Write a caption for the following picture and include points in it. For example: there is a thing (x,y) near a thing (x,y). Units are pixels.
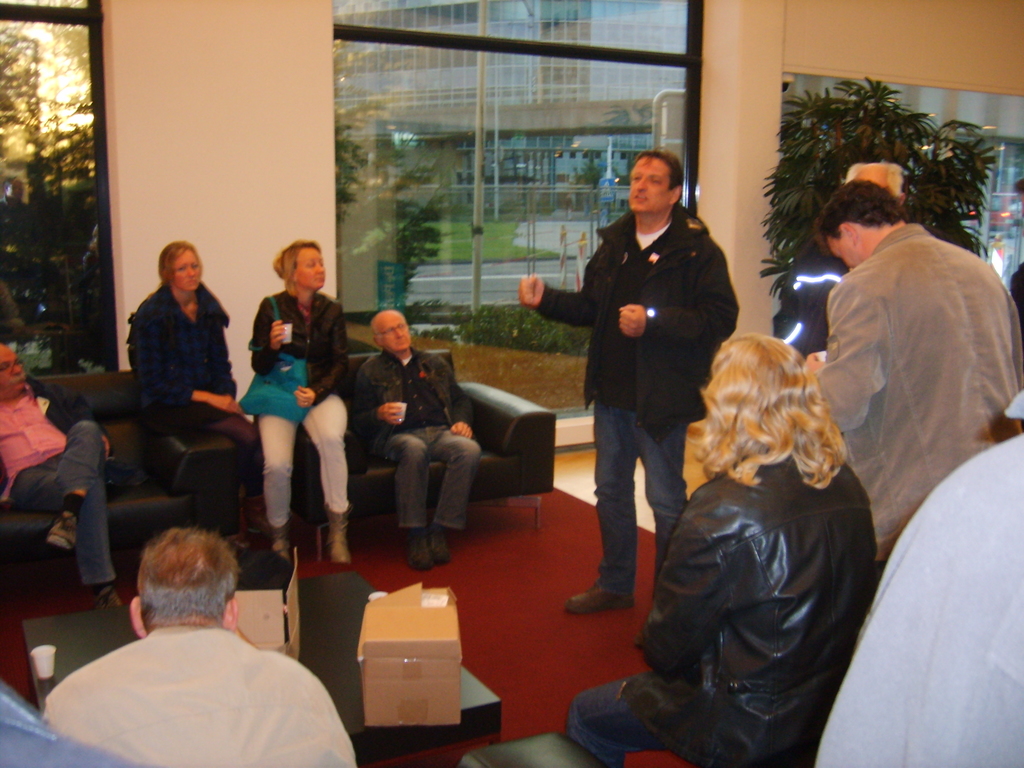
There is a man (656,277) in the middle (659,312) is speaking with the other people (55,428) and there is red carpet (546,615) on the floor (546,615). There is a window (455,98) at the back side (511,119) and there is a wall (157,61) and a tree (813,119) on the background (154,87). There are four people (183,388) who are sitting on the sofa (513,430). In the left side (324,632) we can see a table (324,623) which has box (382,632) on it. On the left corner (45,671) we can see a paper cup (43,665) on the table (31,667).
